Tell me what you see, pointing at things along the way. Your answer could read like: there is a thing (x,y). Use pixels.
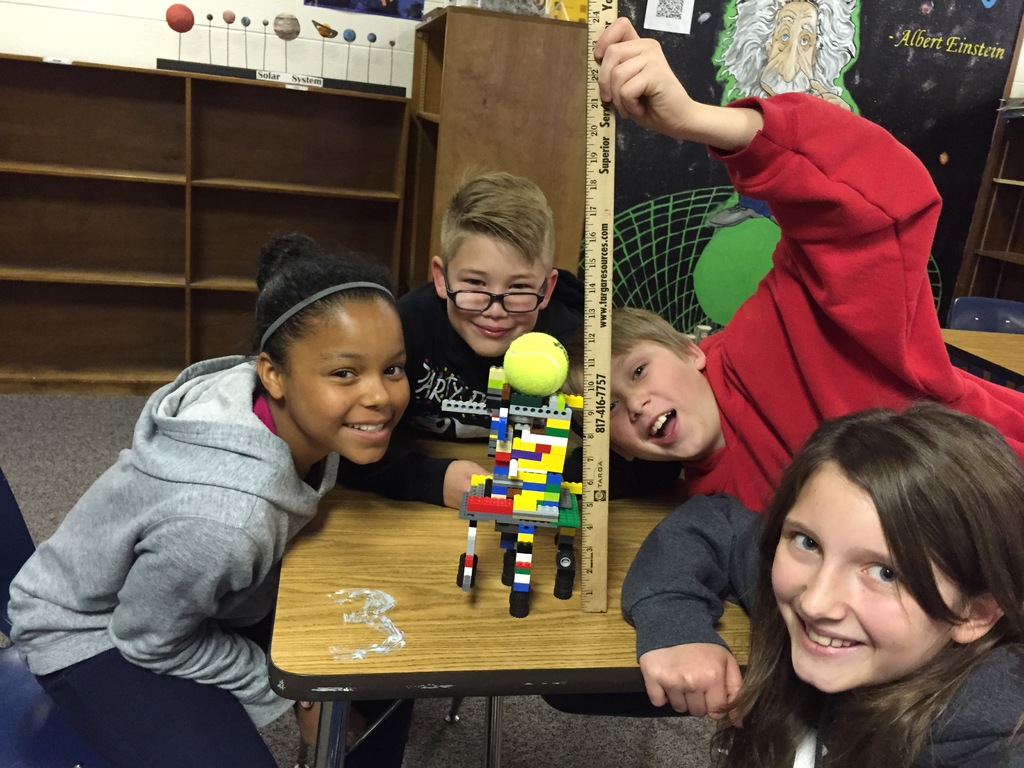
There are children (394,319) in different color dresses (301,482), smiling and sitting around a table (614,555) on which, there is a toy (519,543). One of them is holding a scale (598,542) and placing it on the table (559,613). In the background (389,71), there are cupboards (460,79), a board (888,45) and there is white wall (81,41).
